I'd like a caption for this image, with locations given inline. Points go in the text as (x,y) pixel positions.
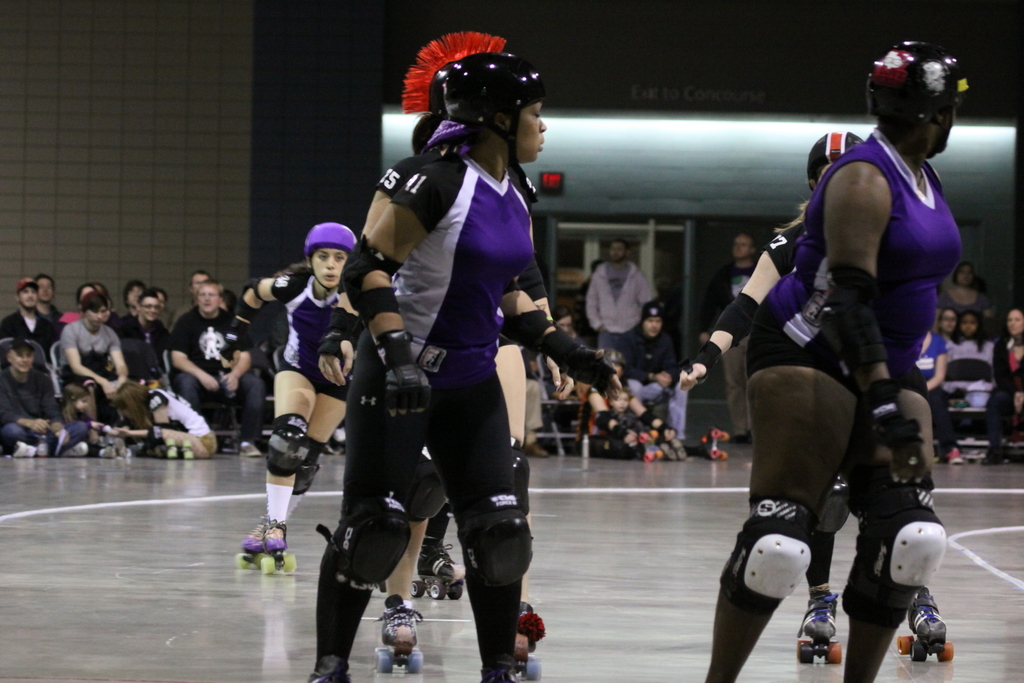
In the image in the center, we can see few people (757,368) were skating and they were wearing helmet (833,138). In the background (169,105) there is a wall (210,108) and few people (69,370) were sitting.
